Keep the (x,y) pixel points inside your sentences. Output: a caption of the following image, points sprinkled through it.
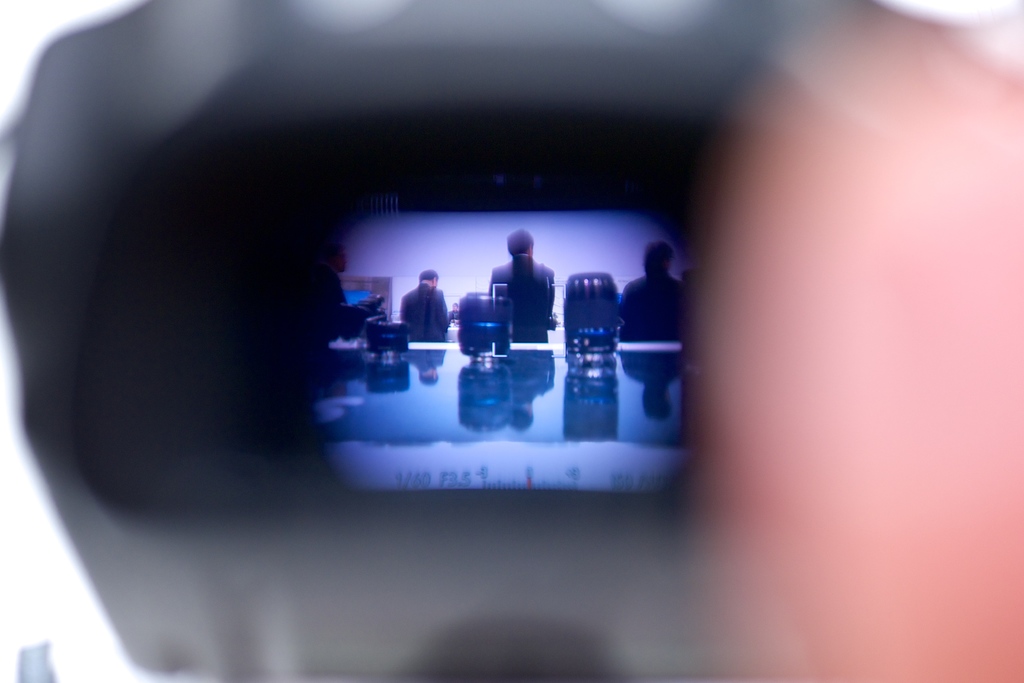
This is a blur image. It seems like a person's hand (786,328) holding a camera (539,629). In the middle of the image (654,375) there is a screen (429,276). On the screen (406,306), I can see few people (541,304) facing towards the back side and there are few objects (594,344) placed on a glass (463,398).
